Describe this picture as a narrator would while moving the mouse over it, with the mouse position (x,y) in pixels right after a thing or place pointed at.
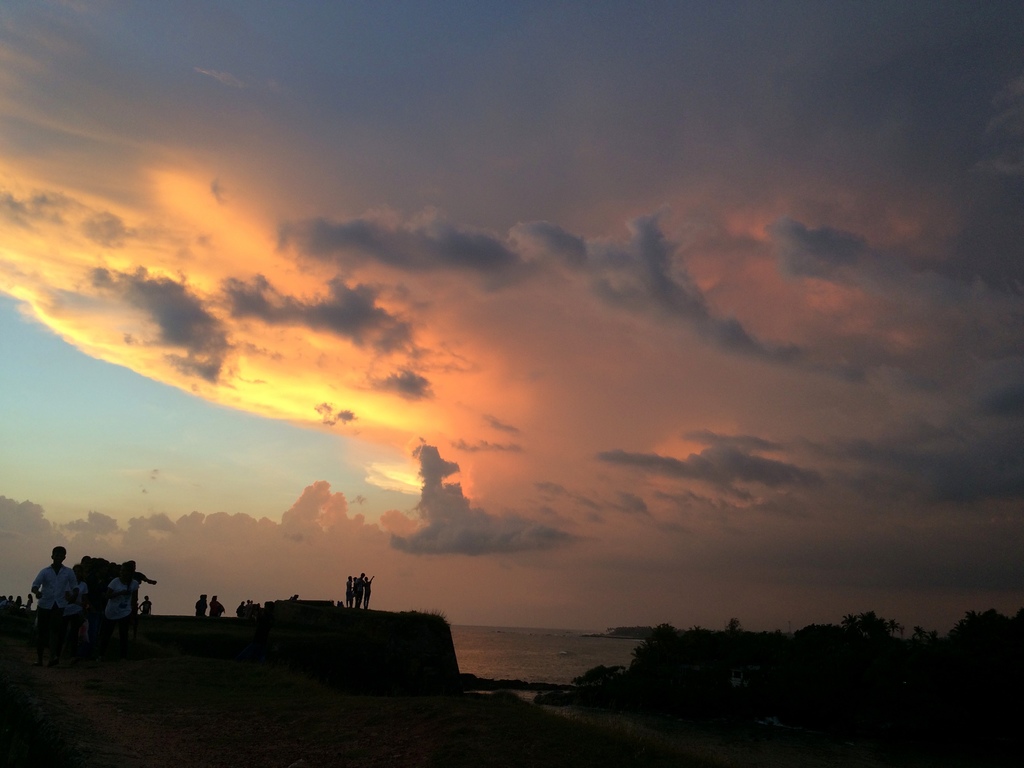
This is an outside view. In the bottom left (63,696) I can see few people (100,605) on the ground (112,690). In the bottom right (824,673) there are few trees (797,642) in the dark. In the background (542,652) it seems to be the water (544,651). At the top of the image (364,136) I can see the sky (224,454) and clouds (308,323).
